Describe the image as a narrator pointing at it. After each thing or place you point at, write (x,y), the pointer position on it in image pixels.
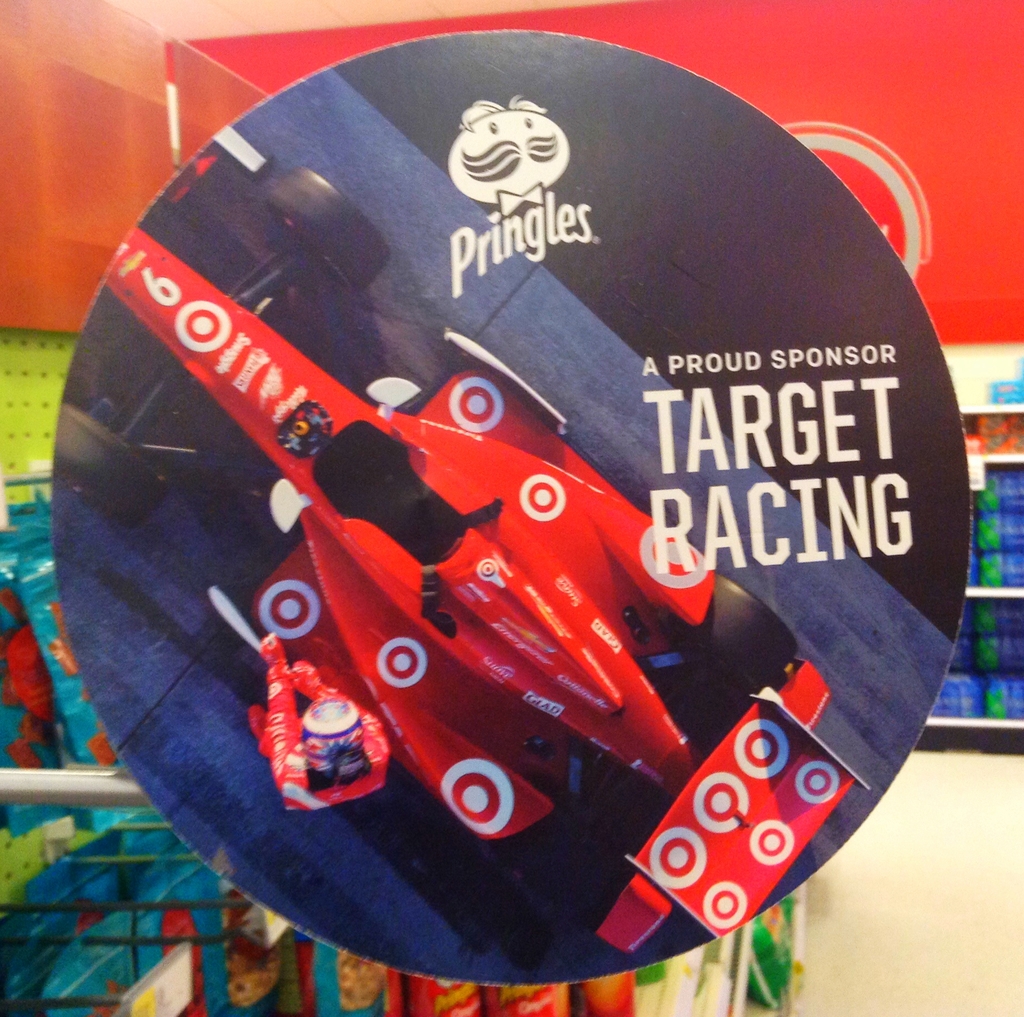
In this picture we can see a board (710,536). In the background (950,692) there are racks (982,685).
